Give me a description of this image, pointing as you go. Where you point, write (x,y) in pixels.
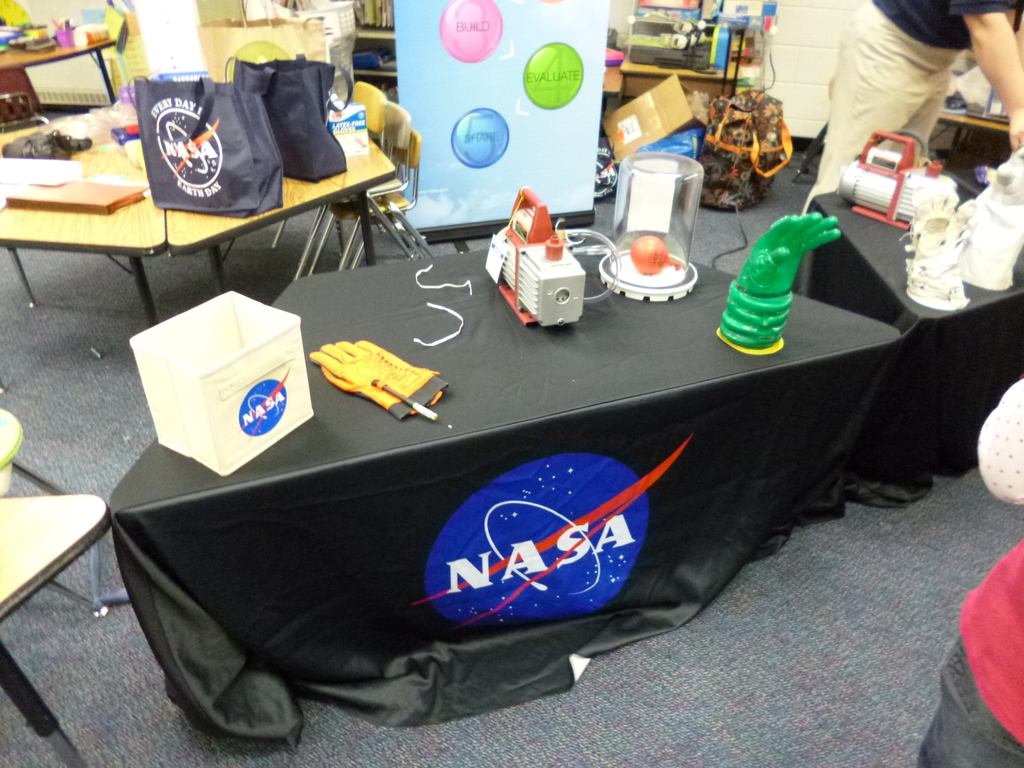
In this image, there is an inside view of a building (803,88). There are some tables (160,223) contains bags (261,138), box (356,142), gloves (740,317) and machines (542,288). There is a banner (594,66) at the top of the image (578,70). There is a person (876,53) wearing clothes (888,63) and standing at the top right of the image (897,69). There is an another person (983,654) who is in the bottom right of the image (1000,708). There is a table (468,452) in the center of the image (468,452) covered with a cloth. There is a box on the left of the image (208,354).
